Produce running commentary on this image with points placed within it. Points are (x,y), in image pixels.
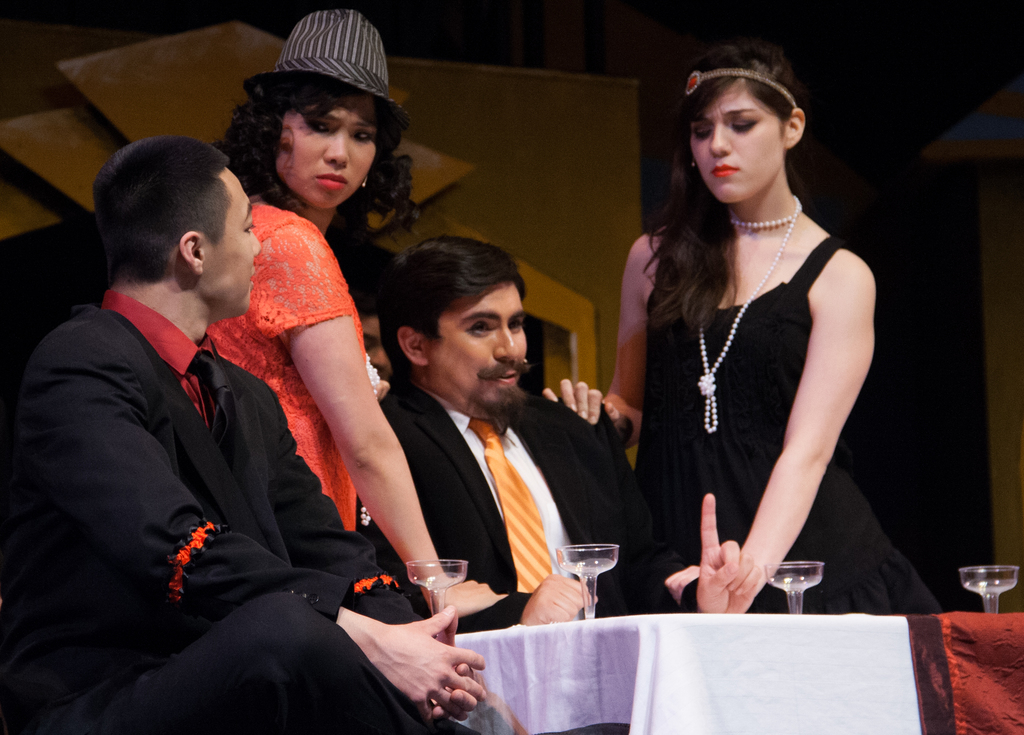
In this picture we can see two men (277,625) sitting. We can see a few glasses (972,586) on the tables (777,718). There is a white and a maroon cloth (717,678) is visible on the tables (595,645). We can see two women (380,132) standing. There are some objects (417,112) visible in the background (197,119).
